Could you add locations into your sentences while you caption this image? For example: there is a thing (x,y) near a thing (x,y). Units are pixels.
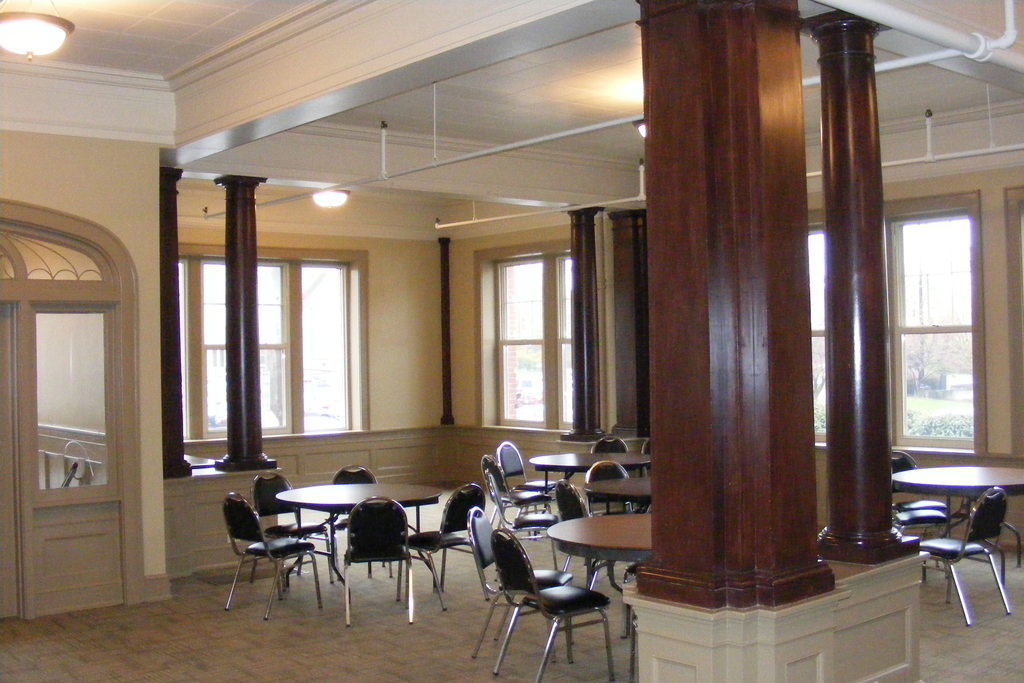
In this image we can see the inside view of the house (324,118) that includes windows (513,308), pillars (675,300), stands (902,591), chairs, tables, door (23,237) and lights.
